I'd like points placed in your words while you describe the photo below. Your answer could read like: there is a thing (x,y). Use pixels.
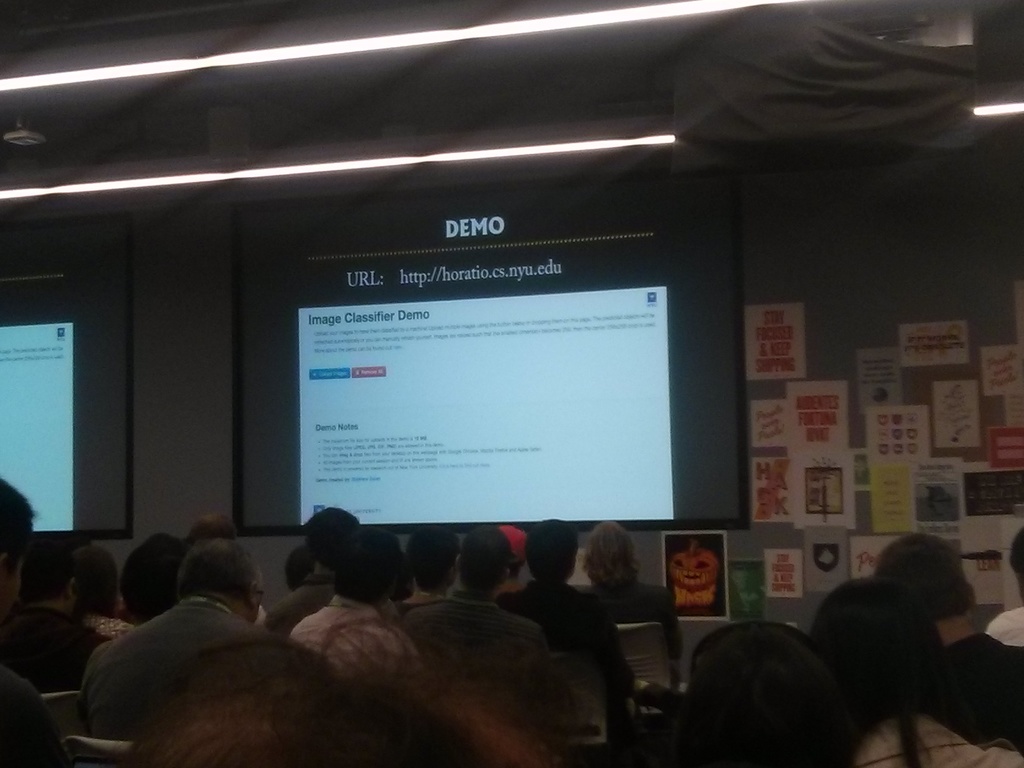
In this picture I can see people (435,662) sitting on the chairs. I can see the projector (32,142). I can see projector screen (400,256). I can see posters (821,473) on the wall (760,381) on the right side (833,466).
